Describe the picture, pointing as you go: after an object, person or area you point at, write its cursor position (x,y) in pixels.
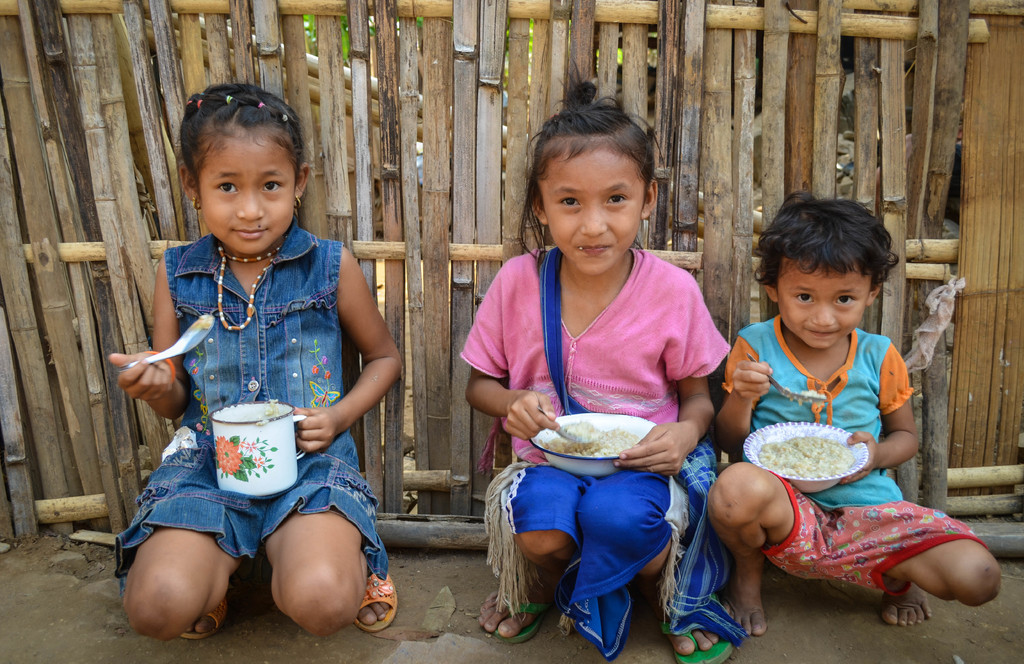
In this image we can see the three kids (651,350) having the food (777,470) on the ground (472,614) and are smiling. In the background (438,98) we can see the wooden fence (870,116).
